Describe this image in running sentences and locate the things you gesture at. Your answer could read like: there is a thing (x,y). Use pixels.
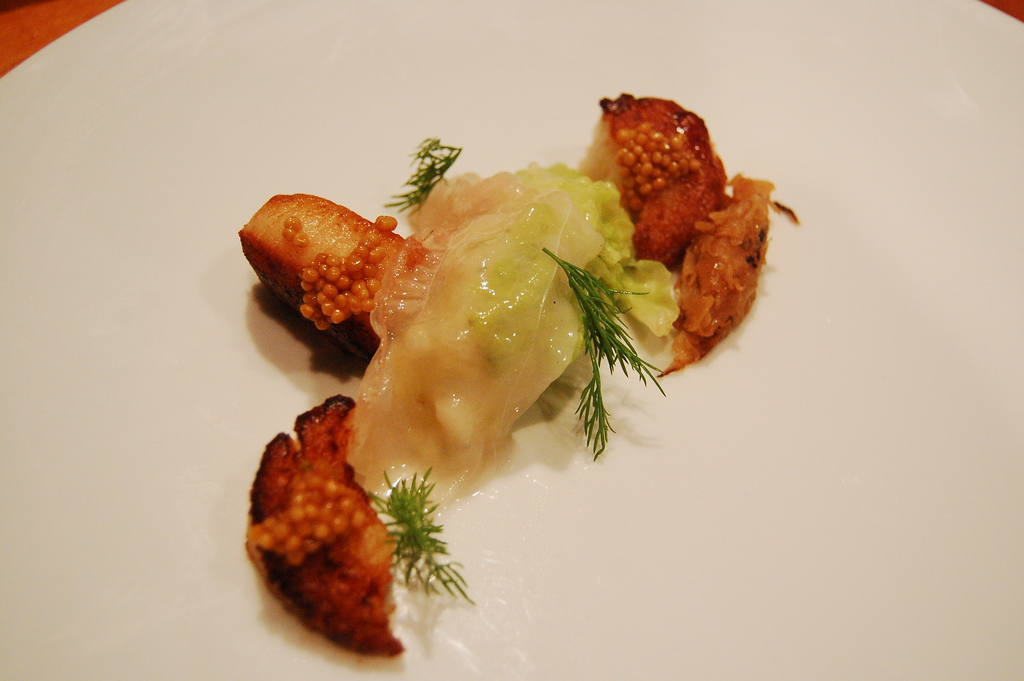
In this image, we can see food (532,176) on the plate (289,185), which is placed on the table (32,29).
